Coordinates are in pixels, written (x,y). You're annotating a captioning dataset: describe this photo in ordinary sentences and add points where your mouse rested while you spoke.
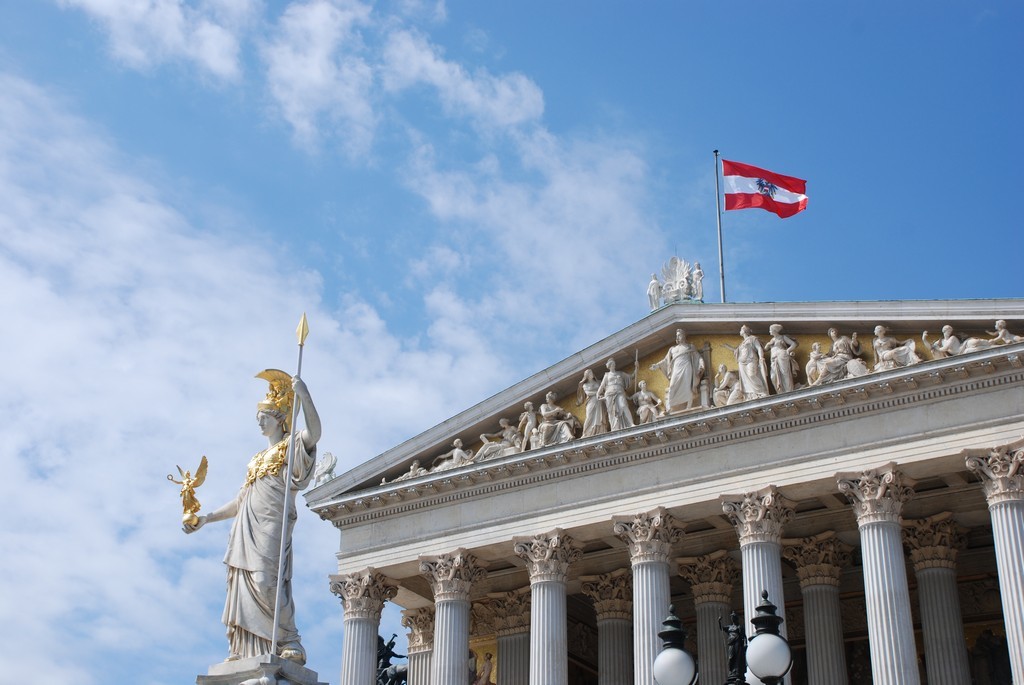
In this image we can see a building (447,521), there are some statues (949,326), pillars (350,635) and lights (760,645), at the top of the building (833,312), we can see a flag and in the background (667,129) we can see the sky (462,130) with clouds (46,512).
